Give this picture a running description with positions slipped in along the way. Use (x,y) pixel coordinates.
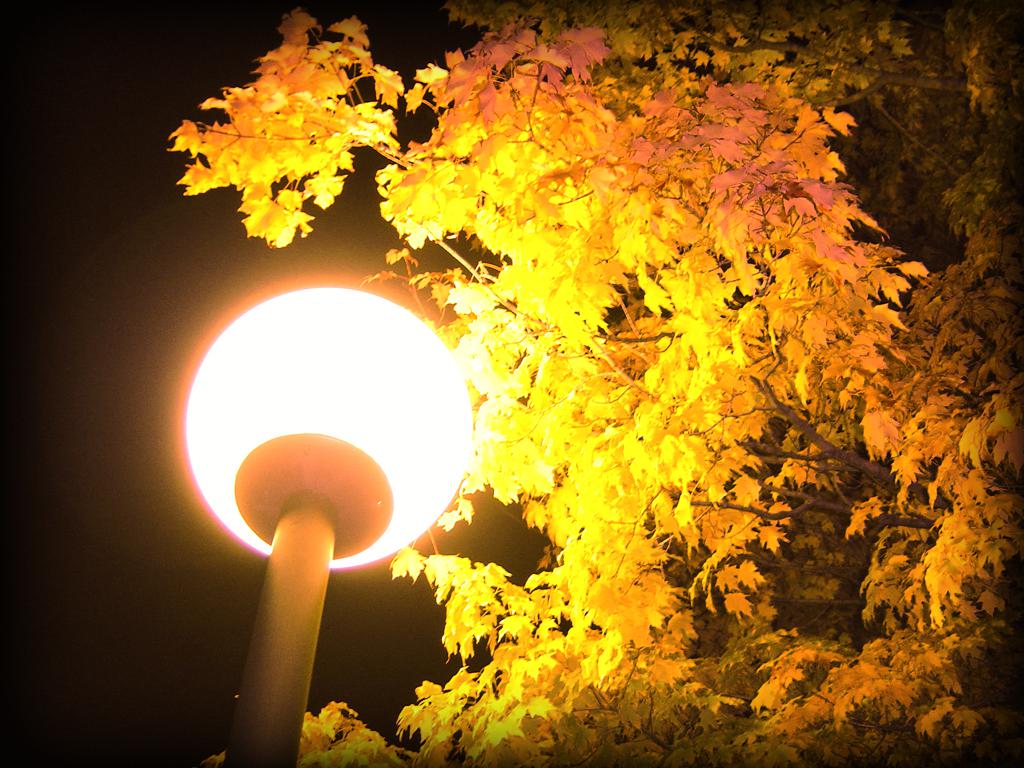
In this image we can see street light (401,392) and tree (638,258).
